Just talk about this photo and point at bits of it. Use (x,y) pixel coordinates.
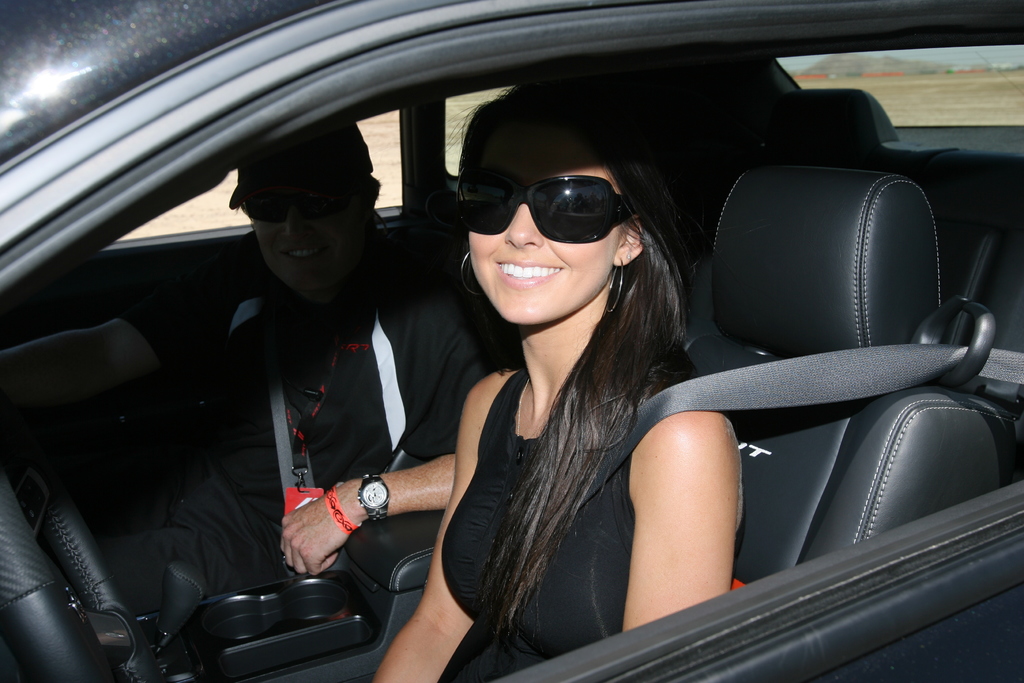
There are two persons (597,412) sitting in the car (404,539), wearing a seat belts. Both of them wear spectacles (572,219) and smiling. In the background (902,95) there is a land (940,95).
